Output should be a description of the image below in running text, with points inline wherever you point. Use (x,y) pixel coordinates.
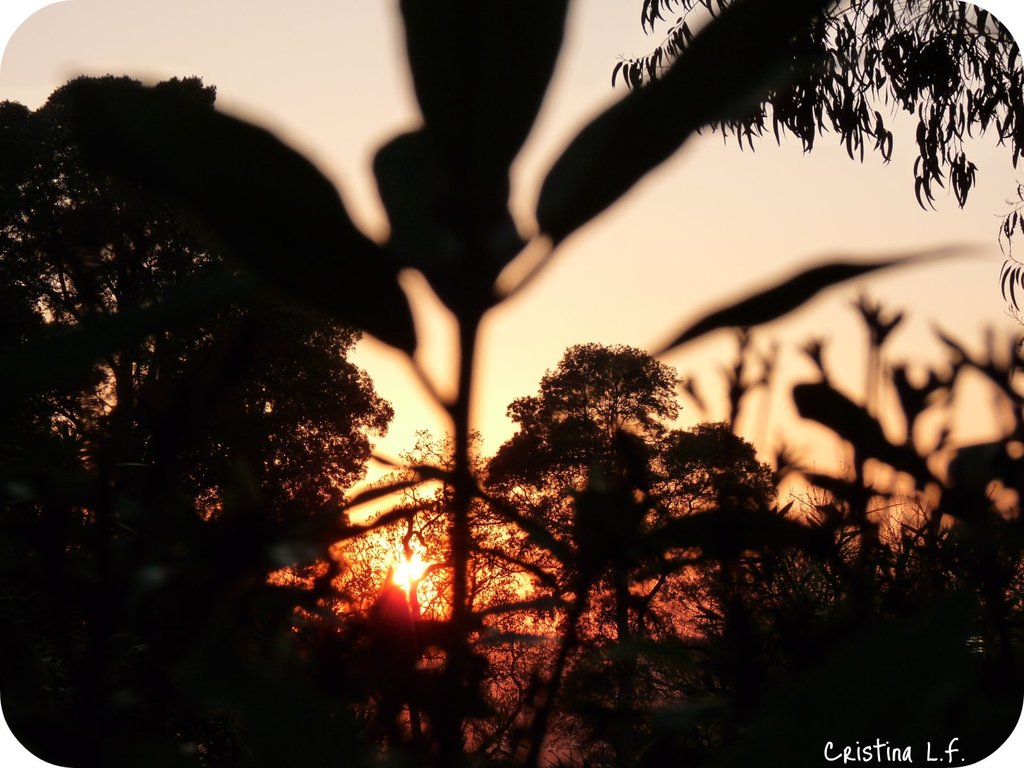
There are few plants (453,680) and trees (429,529) and there is a sun (419,556) in the background (406,567).
